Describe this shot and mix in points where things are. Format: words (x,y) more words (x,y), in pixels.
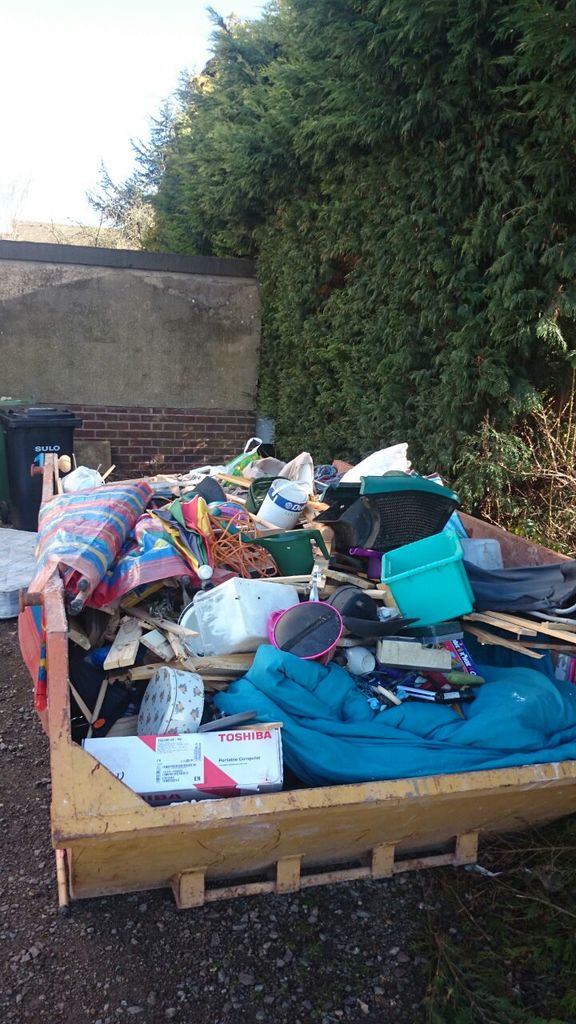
In the center of the image (269,487) we can see a skip (316,697) which contains some objects (305,578). In the background of the image (228,263) we can see the trees (383,378), wall (218,382), garbage bin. At the bottom of the image (189,1002) we can see the ground (298,973). At the top of the image (153,116) we can see the sky (148,60).
